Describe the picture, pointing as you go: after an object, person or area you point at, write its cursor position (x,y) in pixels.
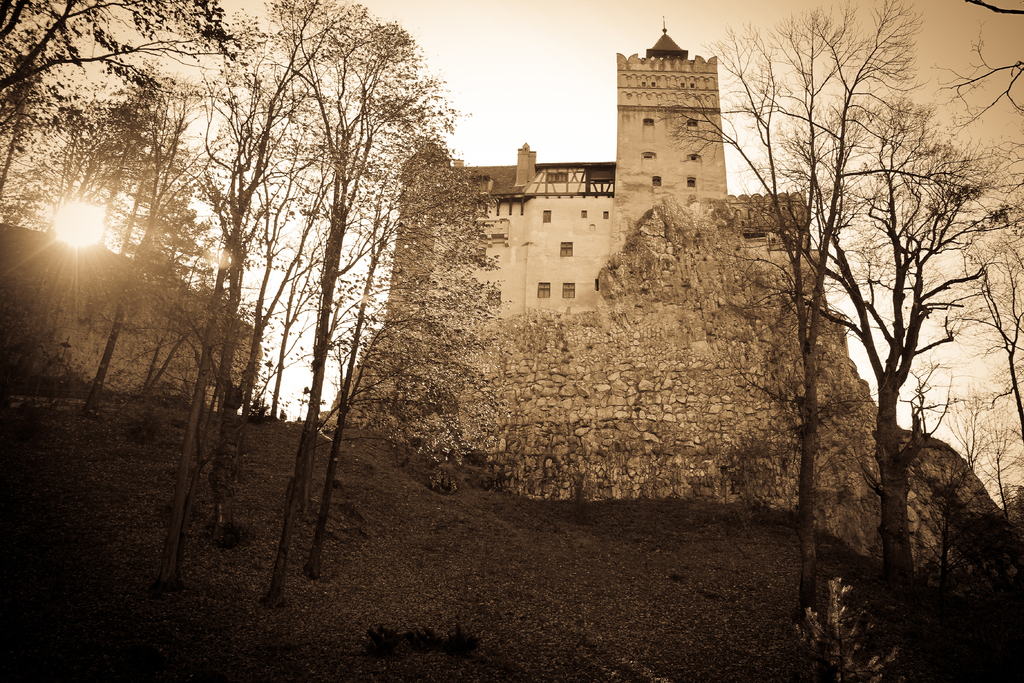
This image is a black and white image. This image is taken outdoors. At the bottom of the image (376,612) there is a ground (451,612) with grass (448,569) on it. At the top of the image (565,67) there is a sky (500,68) with sun (85,218). In the middle of the image (576,263) there is a castle (563,262) with walls (633,398), windows (545,287) and roofs (502,190) and there are many trees (399,325) on the ground (873,607).
